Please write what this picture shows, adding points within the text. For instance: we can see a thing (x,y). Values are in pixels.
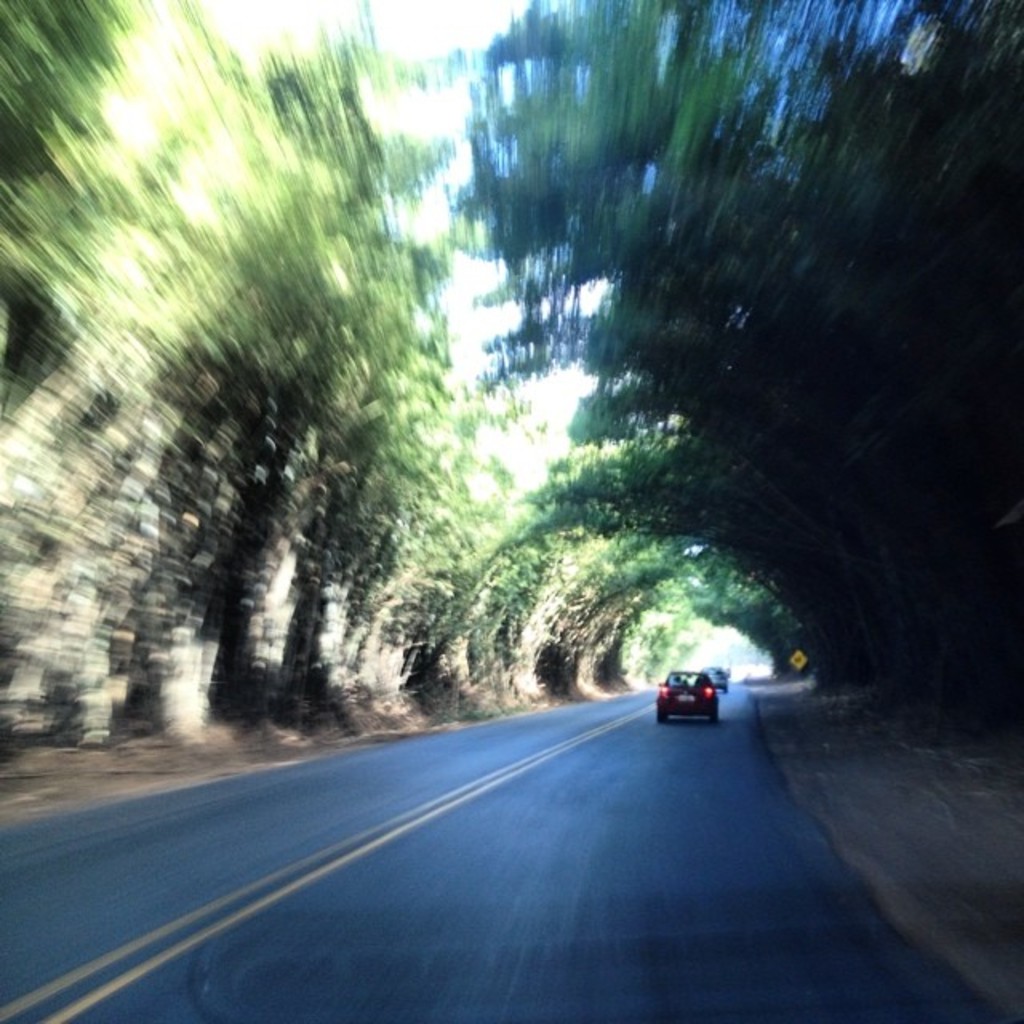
In the foreground of the image (376,885) we can see a road (672,840) and cars (716,695). On the top of the image (444,323) we can see trees (299,180) which are in green.
